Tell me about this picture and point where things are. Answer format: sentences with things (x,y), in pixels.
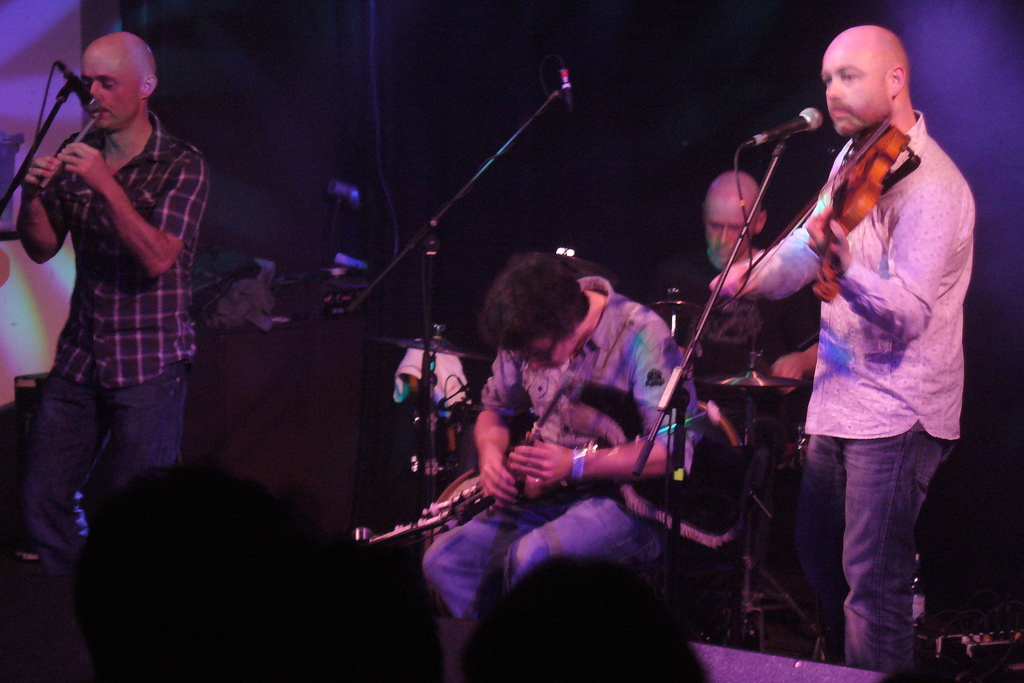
In this image there are two people (698,348) sitting on chairs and two (109,358) are standing, they are playing musical instruments (608,430), in front of them there are mikes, in the background (663,48) it is dark.
